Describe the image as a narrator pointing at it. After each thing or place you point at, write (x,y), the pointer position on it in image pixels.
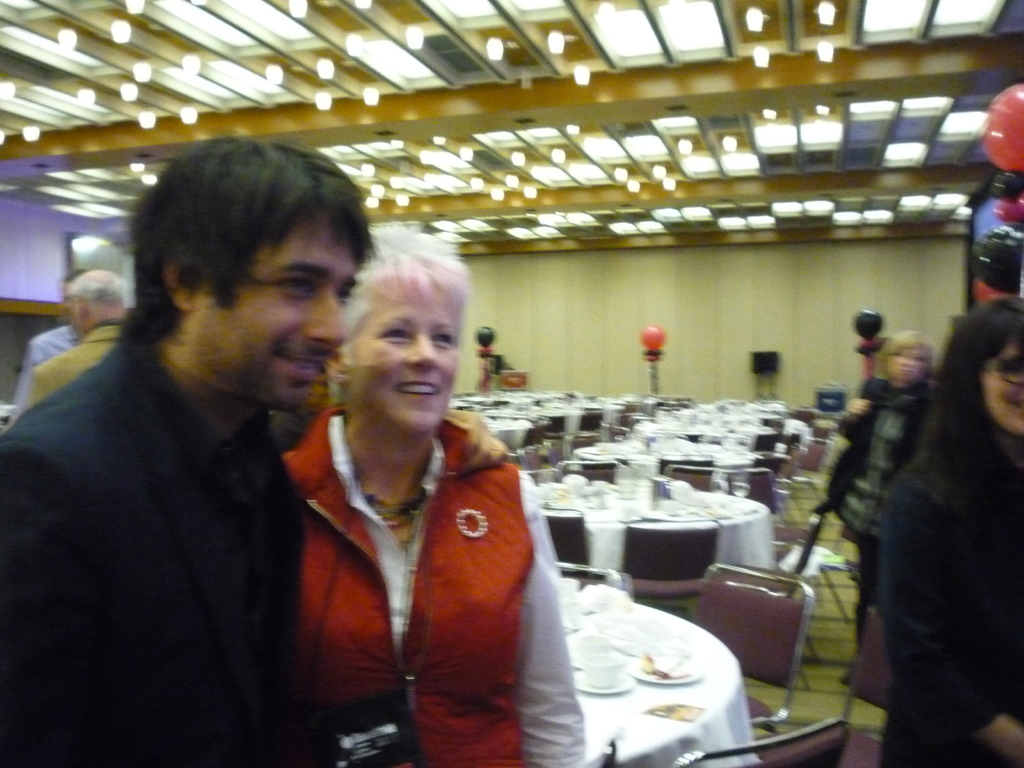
In this image there are people (449,554) standing, in the background (724,503) there are tables (648,697), on that tables (660,687) there are few items (655,666), around the tables (686,447) there are chairs (766,720), and there is a wall (807,309), at the top (540,82) there is a ceiling (352,33) and lights (395,50).
